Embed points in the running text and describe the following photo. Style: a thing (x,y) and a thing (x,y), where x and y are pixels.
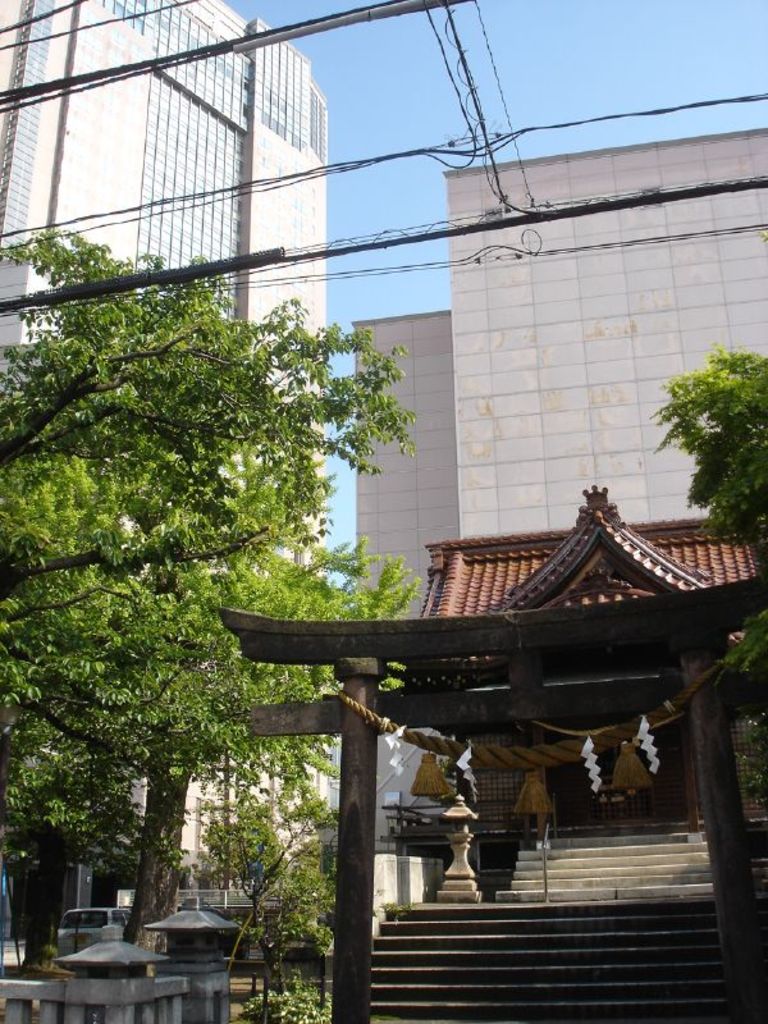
In this image we can see a house (521,537) with roof (480,589), pillars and stairs (509,910). We can also see the bells (435,787) tied to a rope (550,748), some trees (245,600), a vehicle (96,912) parked aside, some buildings (132,881), wires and the sky (389,116) which looks clear.
